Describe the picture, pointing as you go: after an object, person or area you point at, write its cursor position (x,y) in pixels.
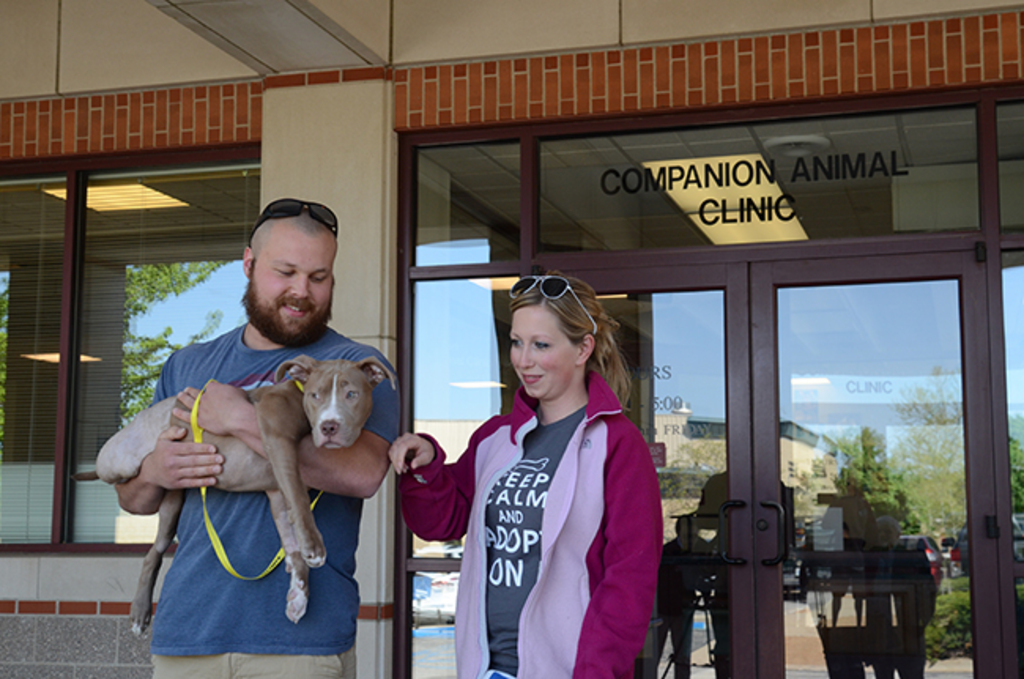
In this image In the middle (551,412) there is a woman (538,498) she wear t shirt (518,523) and jacket (574,494) she is smiling. On the left (170,446) there is a man (231,362) he wear blue t shirt (215,366) and trouser (239,654) he is holding a dog (317,410). In the background (599,167) there is a door (823,324), window (81,333), text (718,203) and glass (891,452).
